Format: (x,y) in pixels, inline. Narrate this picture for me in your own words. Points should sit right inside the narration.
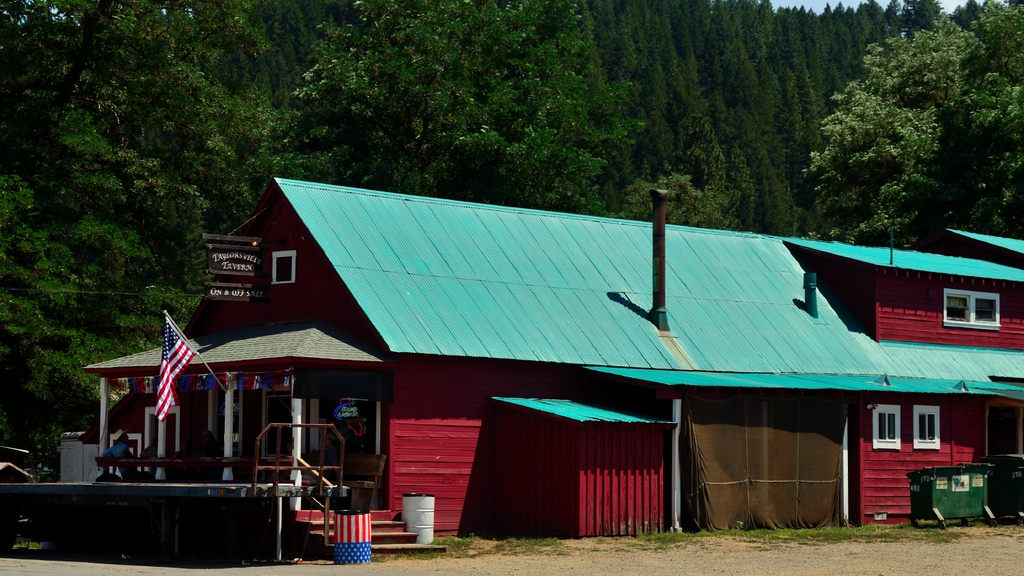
In this image we can see houses (263,393), windows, there is a flag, two barrels (337,529), boards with text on them, there are a few people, also we can see trees (753,122), and the sky (888,2).
